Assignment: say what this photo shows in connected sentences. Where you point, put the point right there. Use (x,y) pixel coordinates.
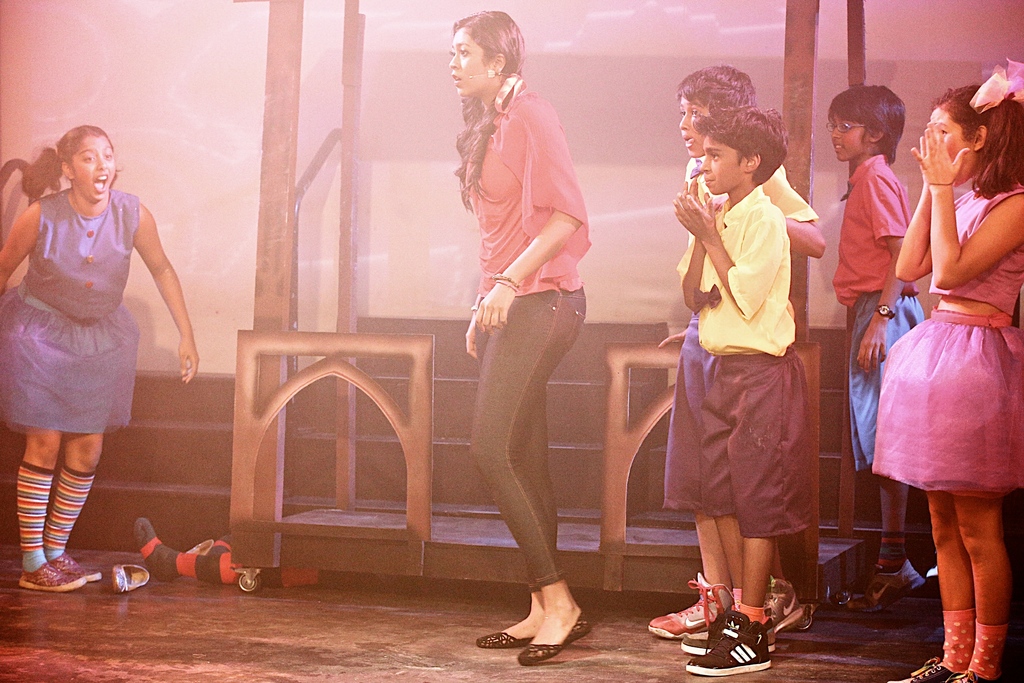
In this picture we can see some people (939,285) standing on the ground (447,636), footwear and some objects (245,386).
